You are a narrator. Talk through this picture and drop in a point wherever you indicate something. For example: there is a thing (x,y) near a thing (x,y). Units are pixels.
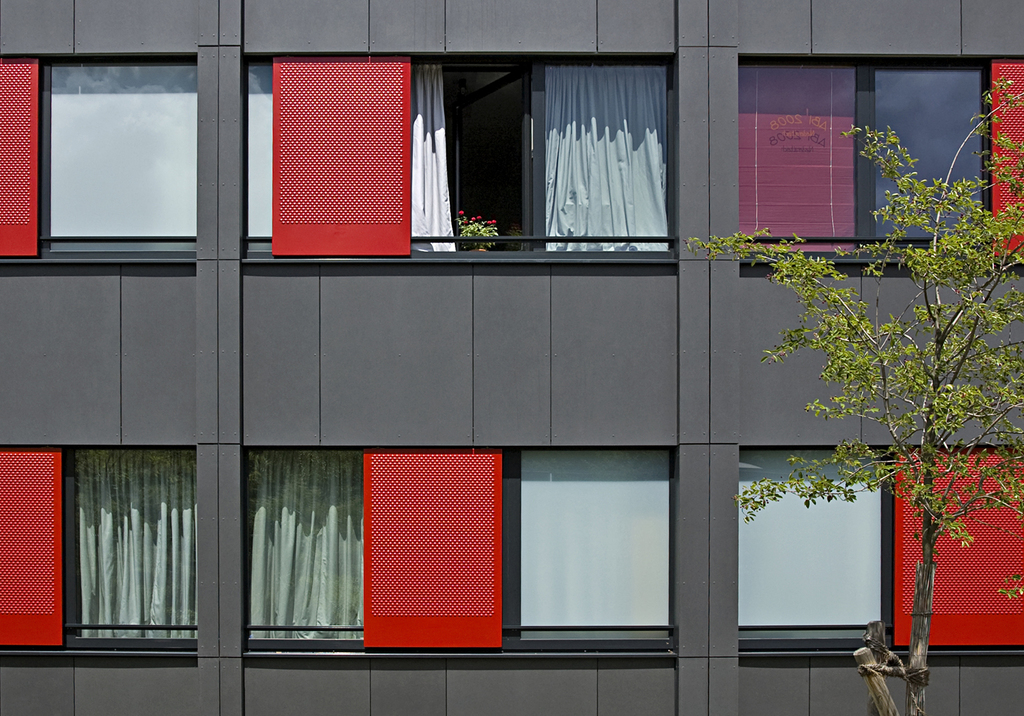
To this building (232,600) there are glass windows (167,585). Through these windows (607,232) we can see curtains (271,522) and plant (482,235). In-front of this building (598,347) there is a tree (858,340).
